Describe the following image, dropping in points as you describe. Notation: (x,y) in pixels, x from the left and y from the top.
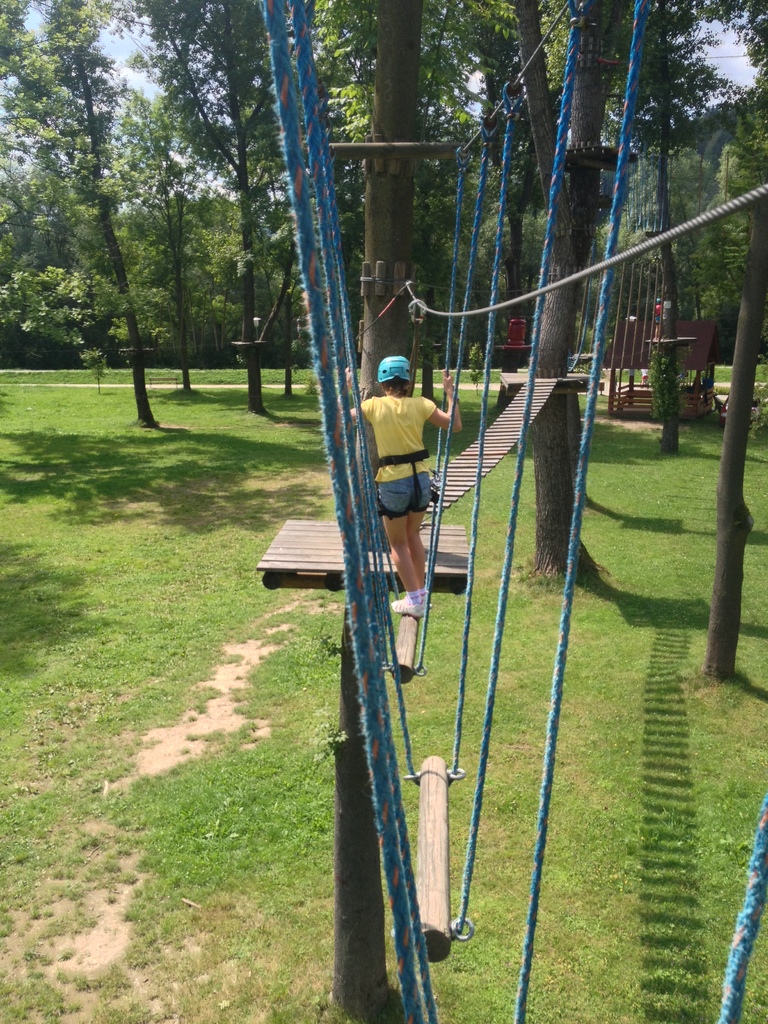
In this picture we can see a person (404,570) wore helmet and standing on a wooden pole (407,681) and in the background (539,368) we can see a path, trees (467,236), grass (626,722), sky (713,53).
